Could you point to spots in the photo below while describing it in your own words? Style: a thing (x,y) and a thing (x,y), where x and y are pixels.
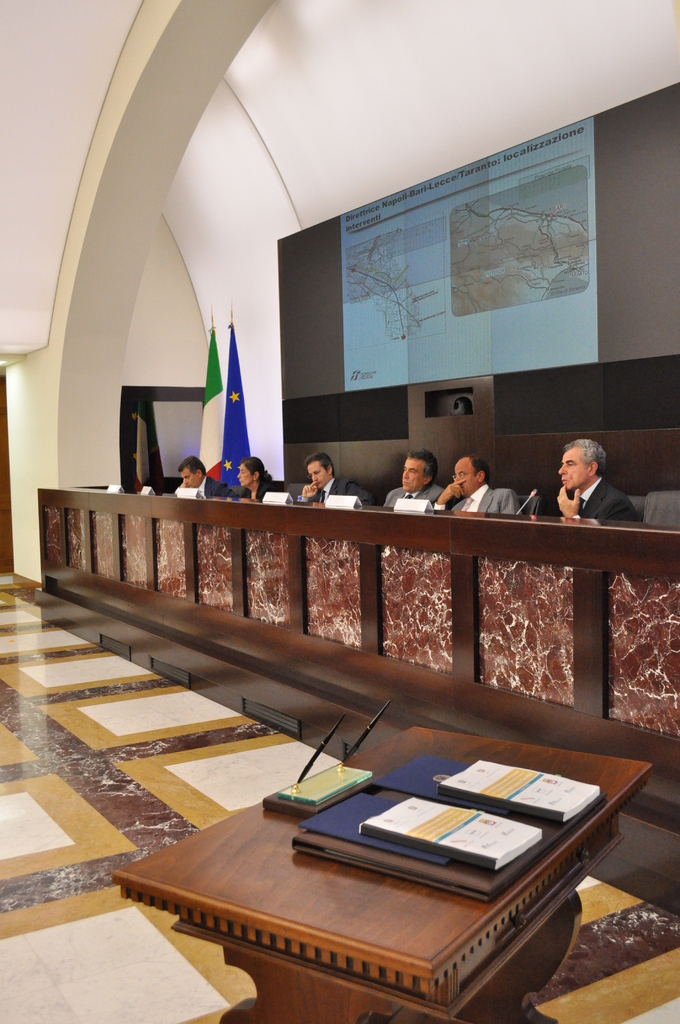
This picture shows a group of people (462,467) seated on the chairs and we see microphones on the table (49,507) and we see some books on the other table (296,1011) and we see a screen (428,204) on their back and couple of flags (208,382) on their left.
